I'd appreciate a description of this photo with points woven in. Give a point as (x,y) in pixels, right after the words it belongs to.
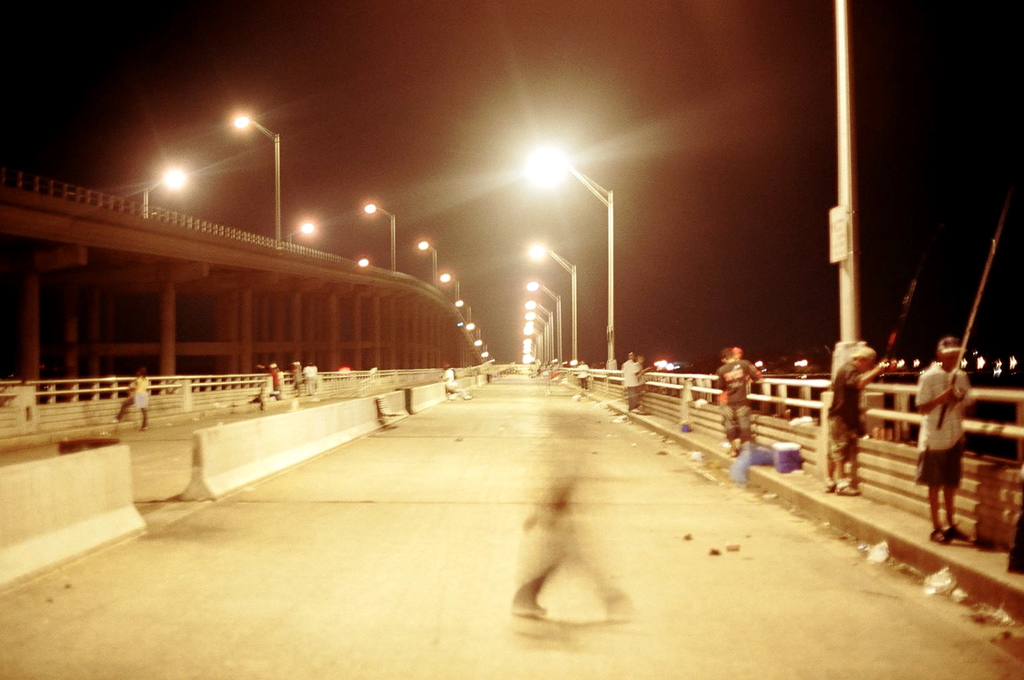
In the center of the image (476,368) there is a bridge (457,556). On the right (932,491) there are people (641,407) standing. In the background (600,357) there are poles (548,347), lights (461,325) and sky (587,135).
